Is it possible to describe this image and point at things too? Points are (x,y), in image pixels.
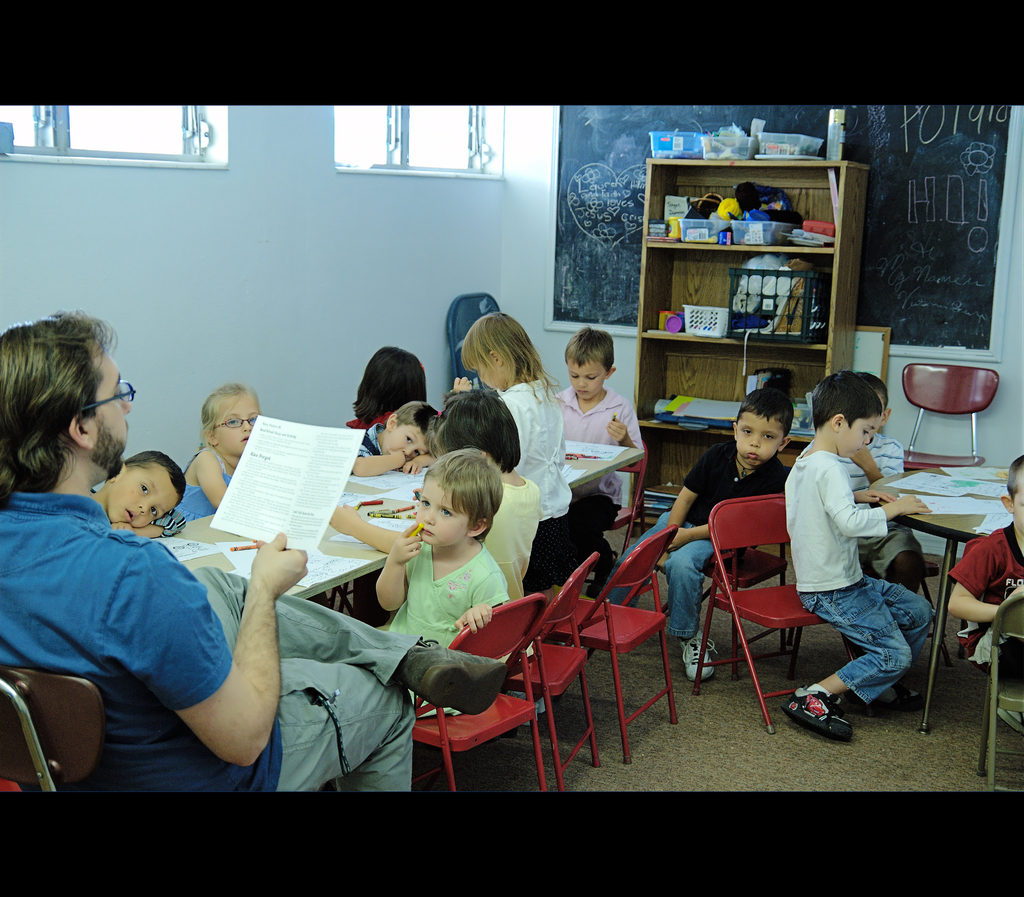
This picture is clicked inside the room (648,662). On the left (144,614) we can see a man (63,488) wearing blue color dress (144,627), holding a paper (305,448) and sitting on the chair (42,748) and we can see the group of children (534,517) sitting on the chairs (752,559) and we can see the tables (933,520) on the top of which papers (943,486) and pens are placed. In the background (552,186) we can see the black board (963,174) and we can see the text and some drawing (578,217) on the blackboard (961,226) and we can see a wooden cabinet (854,198) containing boxes (761,221), baskets (758,308) and many other objects (726,411) and we can see the wall (256,213) and the windows (121,135) and some other objects (459,360).
